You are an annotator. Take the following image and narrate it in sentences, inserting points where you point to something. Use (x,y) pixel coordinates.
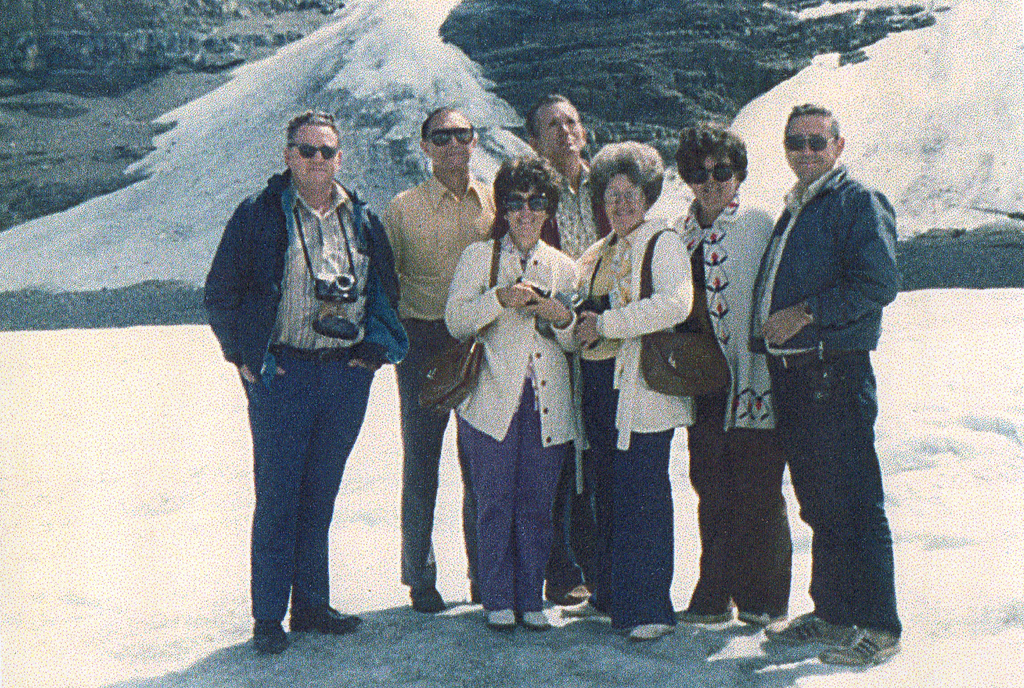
In the center of the image (483,378) person (604,373) standing on the snow (429,683). In the background (897,153) we can see snow (916,97) and mountain (538,62).
